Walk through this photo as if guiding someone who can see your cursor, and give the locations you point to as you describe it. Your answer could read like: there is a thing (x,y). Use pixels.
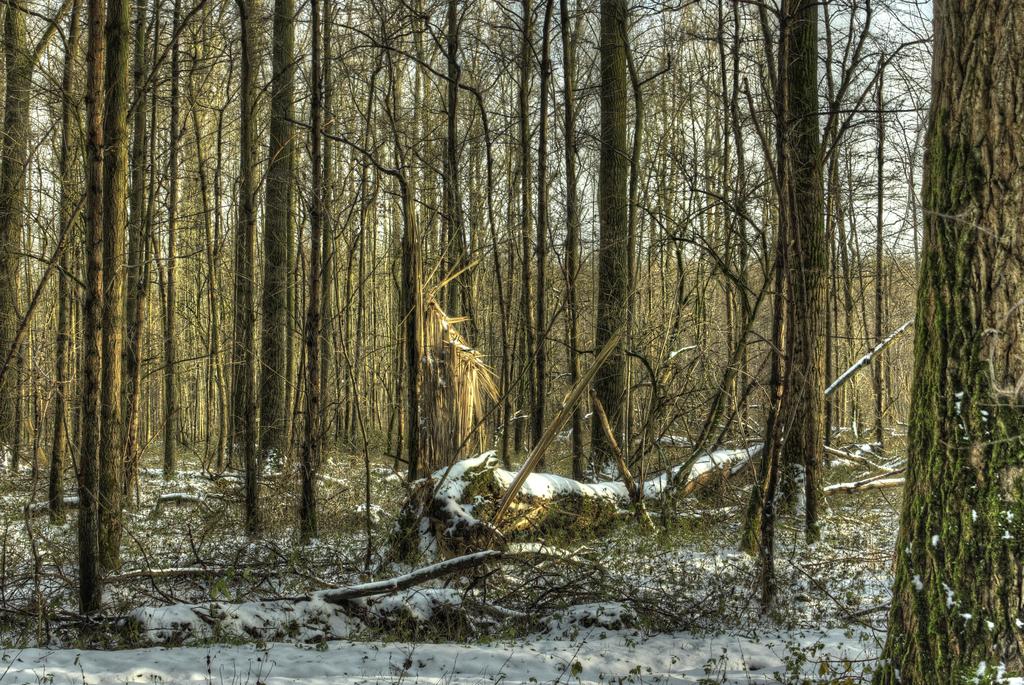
There are few trunks (458,218) of trees (410,249) and the ground (390,505) is covered with snow (462,494).
